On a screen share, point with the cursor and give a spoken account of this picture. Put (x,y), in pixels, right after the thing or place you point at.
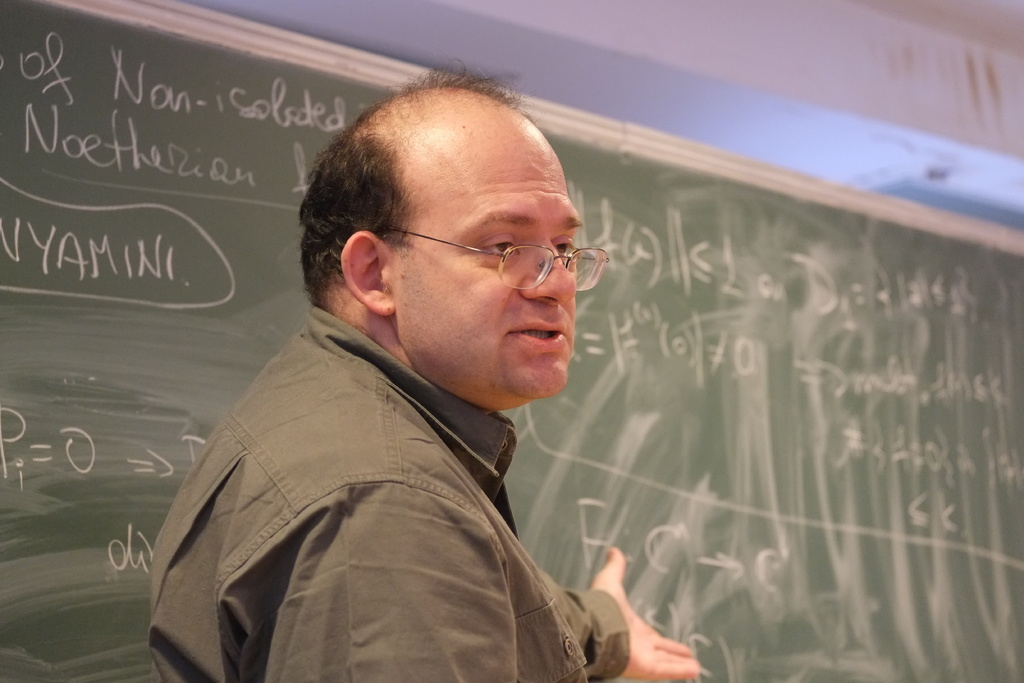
In this picture we can describe about a man (391,466) wearing a green shirt (403,544) with specs (520,271) standing near the green color school board (665,409) and explaining something.
